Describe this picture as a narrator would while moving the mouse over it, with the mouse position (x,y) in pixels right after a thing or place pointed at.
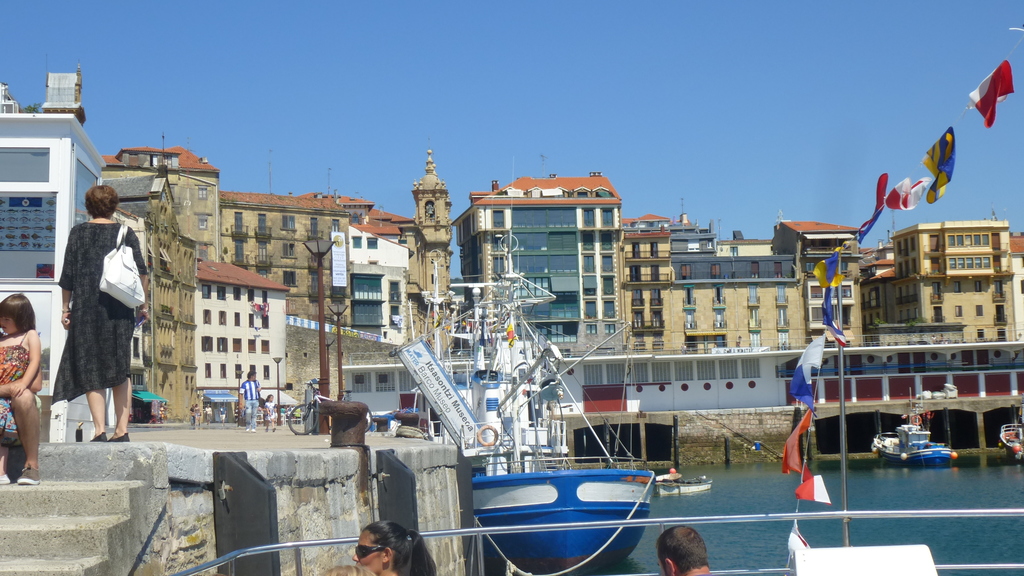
In the foreground of this picture (402,529), there are person's heads (688,544), flags (988,110) and a person (37,412) and a girl (32,339) on the stairs (140,452). In the background (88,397), there is a woman (96,379) in black dress (85,368) standing and wearing a bag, poles (320,397), buildings (317,301), boats (602,465), water (657,472), and the sky (703,111).
